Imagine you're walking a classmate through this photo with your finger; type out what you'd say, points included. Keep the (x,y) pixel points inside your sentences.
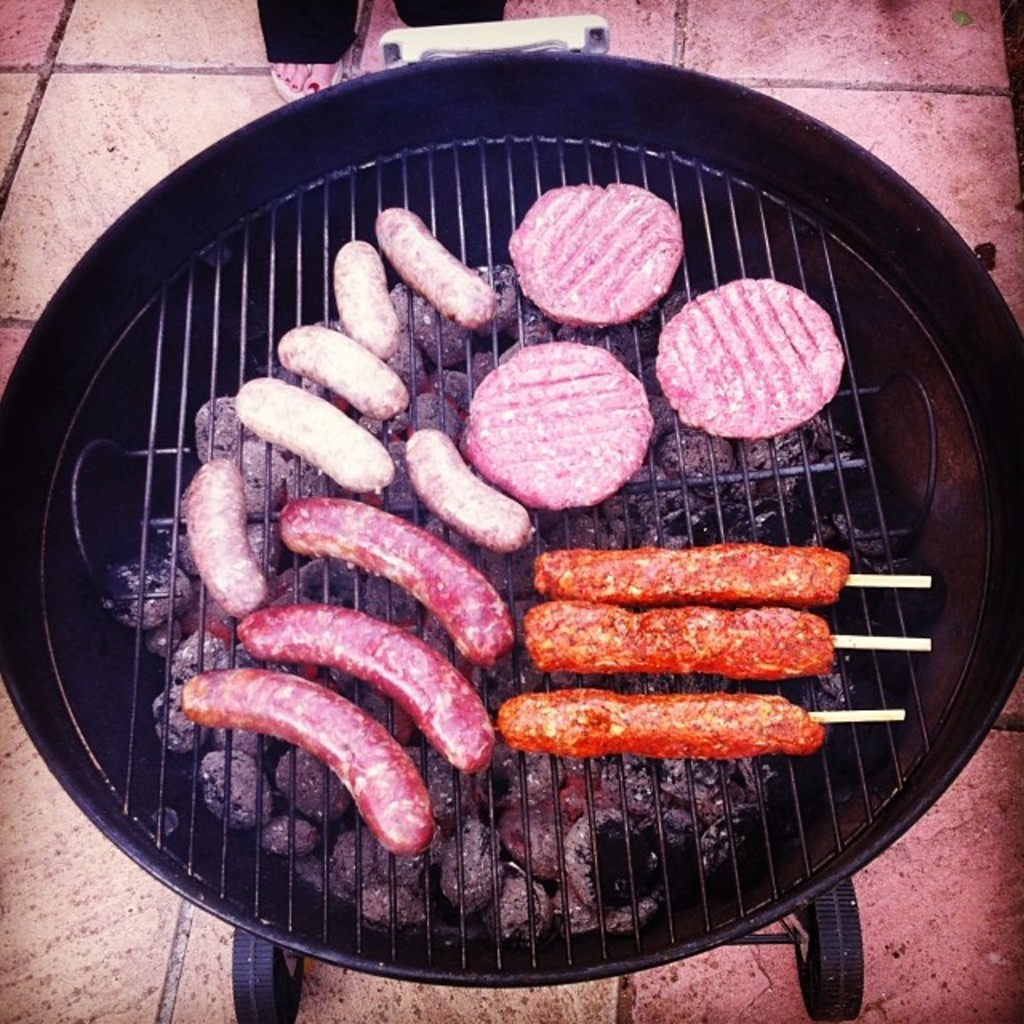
In the center of the image (346,680) there is a grill (733,937) on which there are food items (367,330). At the bottom of the image (151,986) there is floor (119,943). At the top of the image (304,86) there is a person's leg (338,62).
